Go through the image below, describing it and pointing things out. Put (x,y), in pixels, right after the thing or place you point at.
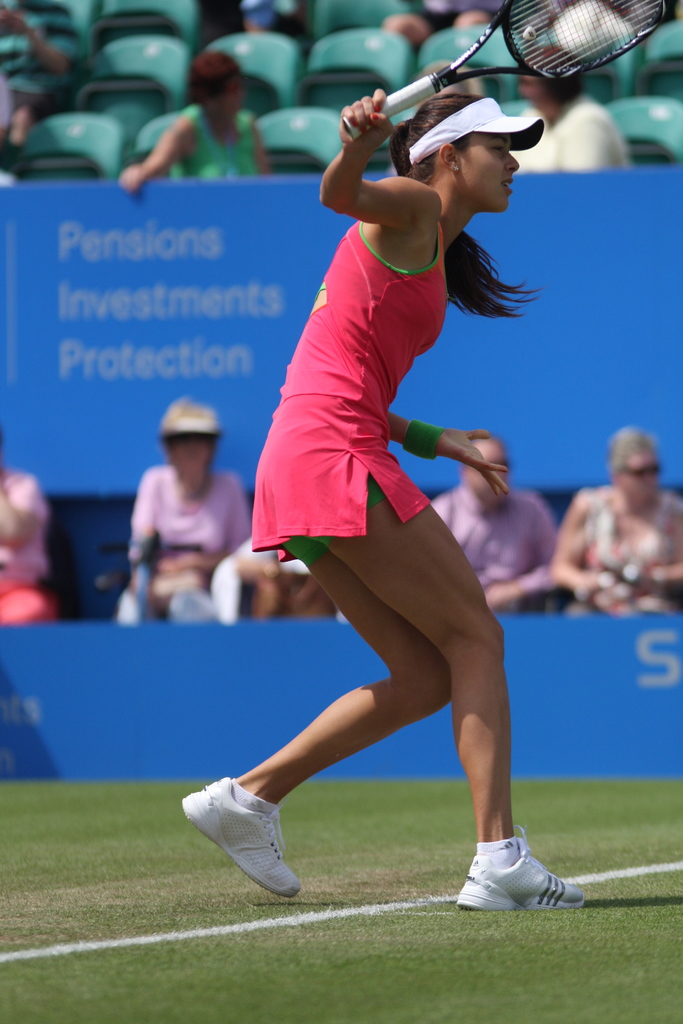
A girl (367,156) is playing tennis in a grass court (349,893) and people (566,580) behind are watching.
